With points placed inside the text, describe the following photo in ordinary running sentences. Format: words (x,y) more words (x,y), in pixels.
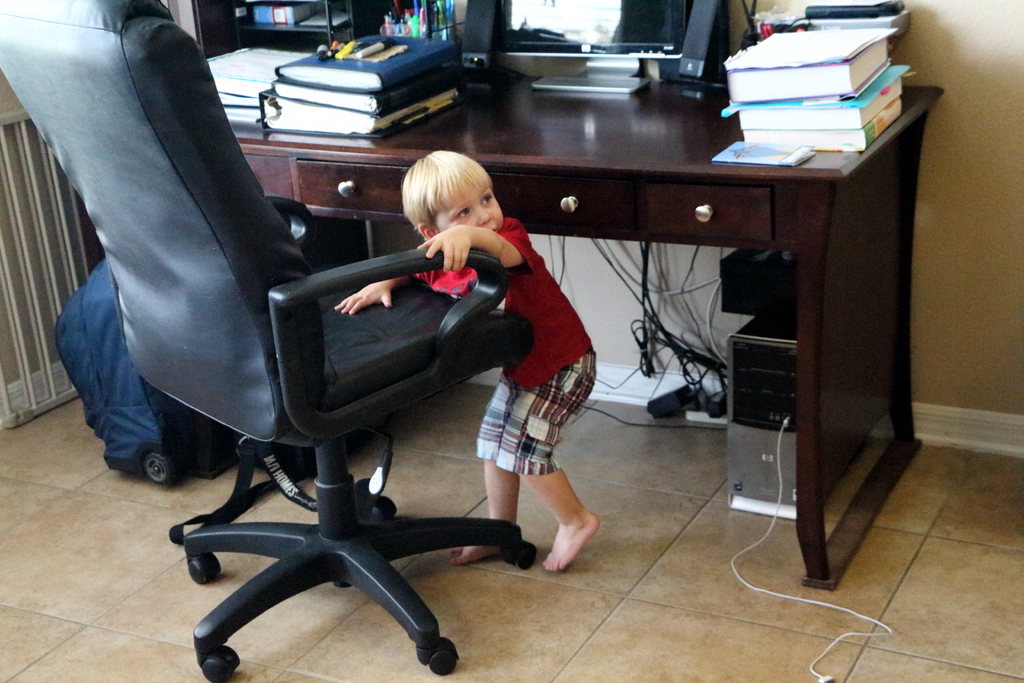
In this image one boy (504,477) is holding the chair (323,325) and in front the chair (377,343) there is one table (645,88) and table (597,128) contains books (294,69), pens (424,7) and computer (573,13) and so many things (772,147) are there and background is beige wall (590,288).
